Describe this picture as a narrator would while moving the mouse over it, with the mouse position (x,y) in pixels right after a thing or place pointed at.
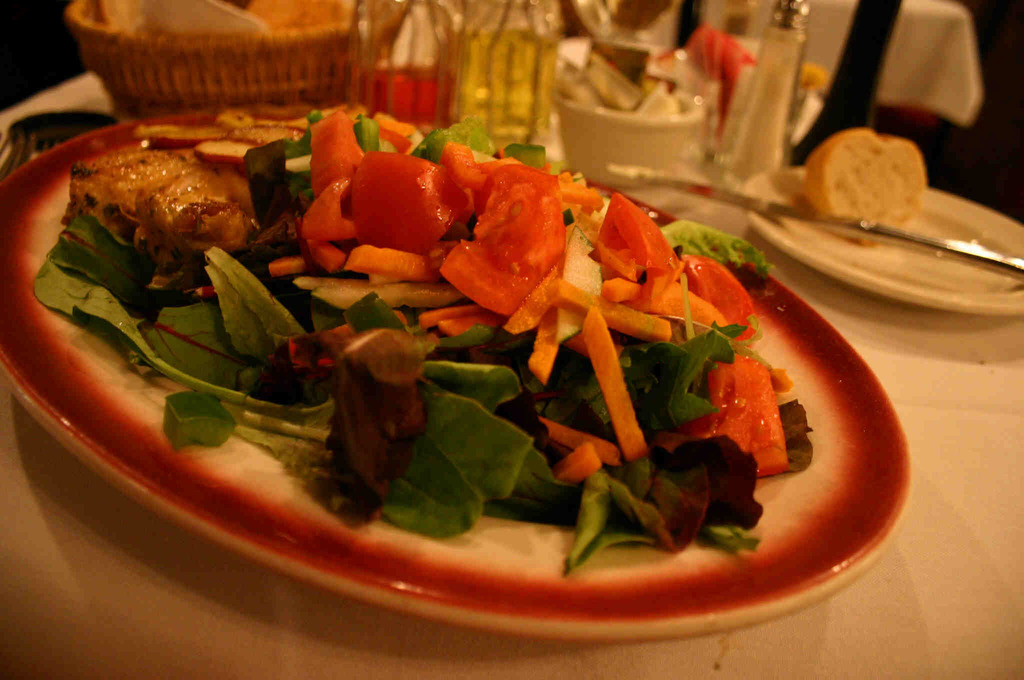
In the center of the image (384,231) we can see fruits (414,180) and vegetables pieces (342,317) on plate (237,466) placed on the table (836,610). In the background (917,252) we can see plate (879,273), knife (856,222), bread (842,176), glass tumblers (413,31), beverage bottles (445,53) and some objects (253,43).
